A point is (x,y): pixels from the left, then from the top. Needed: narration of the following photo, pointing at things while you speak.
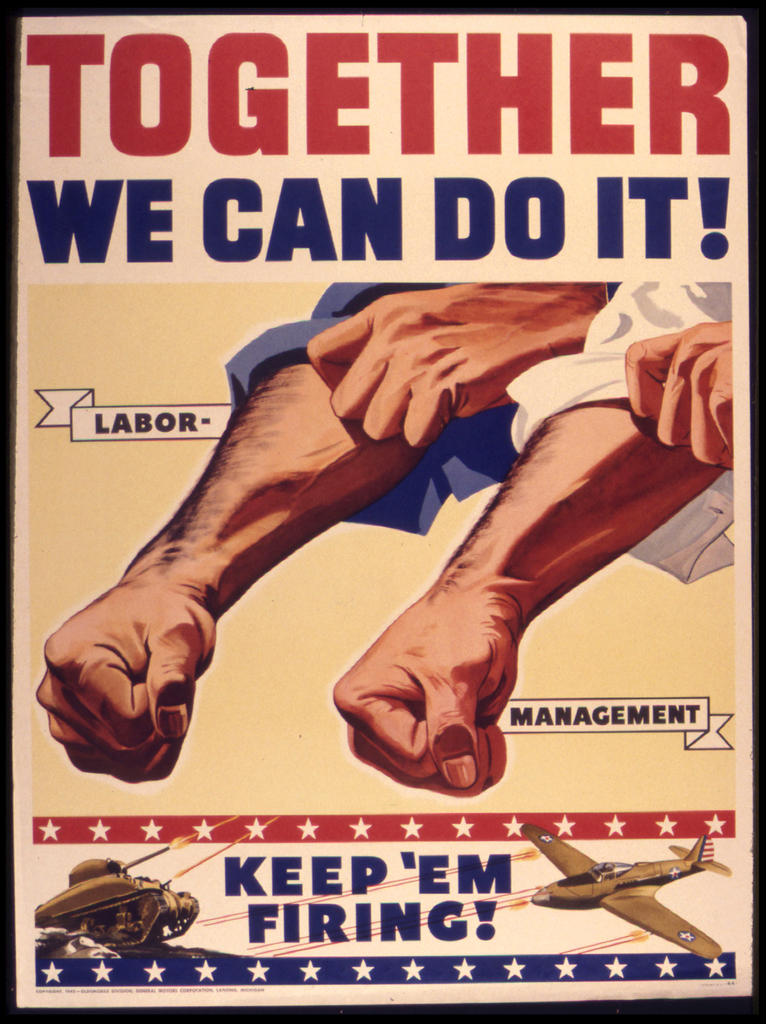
In this image I can see a pamphlet (492,653). I can see four hands (541,500), aeroplane (625,902) and something is written on it with different colors.
